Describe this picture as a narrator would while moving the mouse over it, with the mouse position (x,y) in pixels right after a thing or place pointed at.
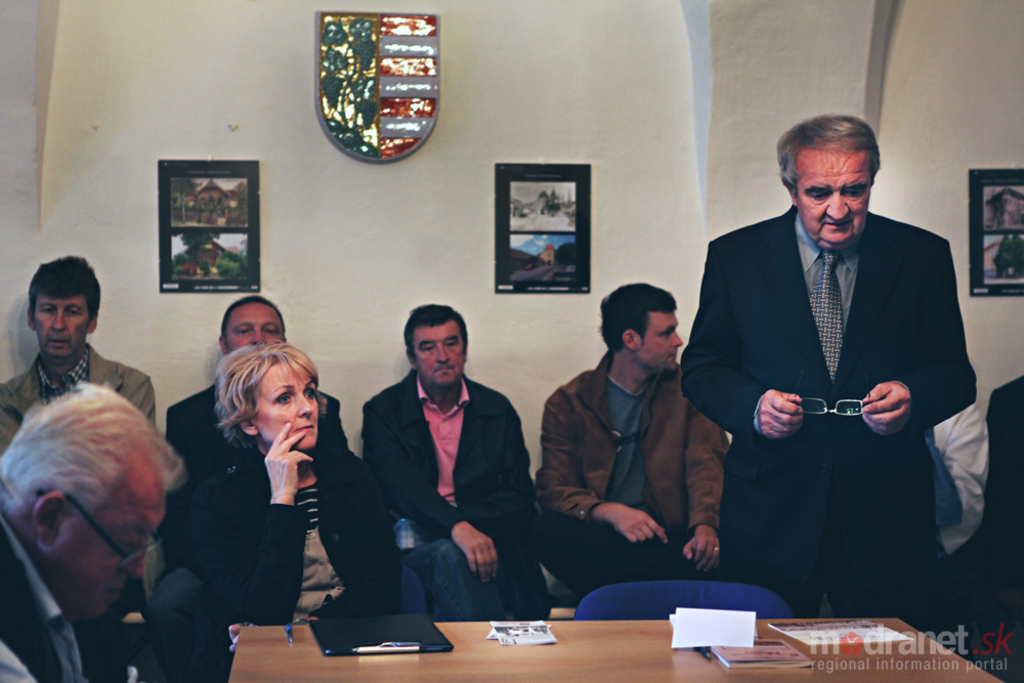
In the right side (800,406) an old man (864,402) is standing, he is holding spectacles (853,399) in his hands (887,398). He wore a black color coat (772,339), in the left side (334,578) a woman (308,535) is sitting, she wore a black color coat (366,551), behind her there are few men (442,435) are also sitting and this is a wall (328,386).
